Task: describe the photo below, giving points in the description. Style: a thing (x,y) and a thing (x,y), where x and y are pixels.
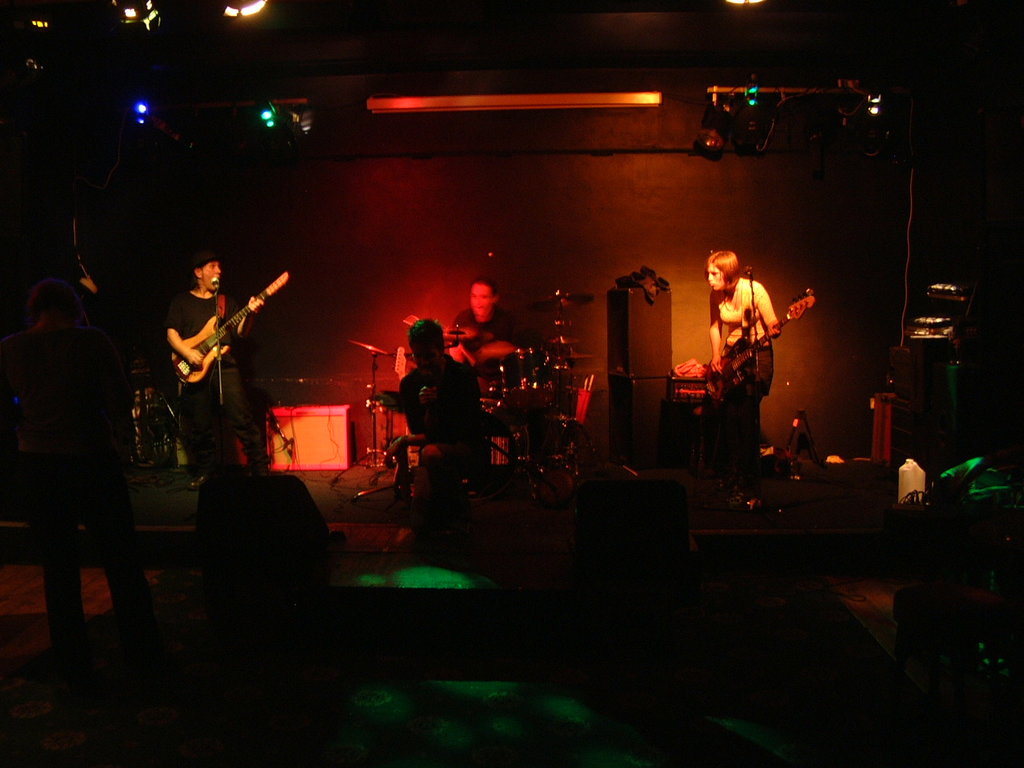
In the image there are group of people (236,340) who are playing their musical instruments (176,363). In middle (434,385) there is a man (439,373) holding a microphone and singing and we can also see another person (515,332) playing his musical instrument (532,376). On right side (761,314) there is a woman (762,312) playing a guitar (726,364) in front of a microphone (750,273), on left side (218,301) there is another man (199,321) playing guitar (211,341) in front of a microphone (218,282). In background (439,170) we can see a wall (716,227) on top there are few lights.
